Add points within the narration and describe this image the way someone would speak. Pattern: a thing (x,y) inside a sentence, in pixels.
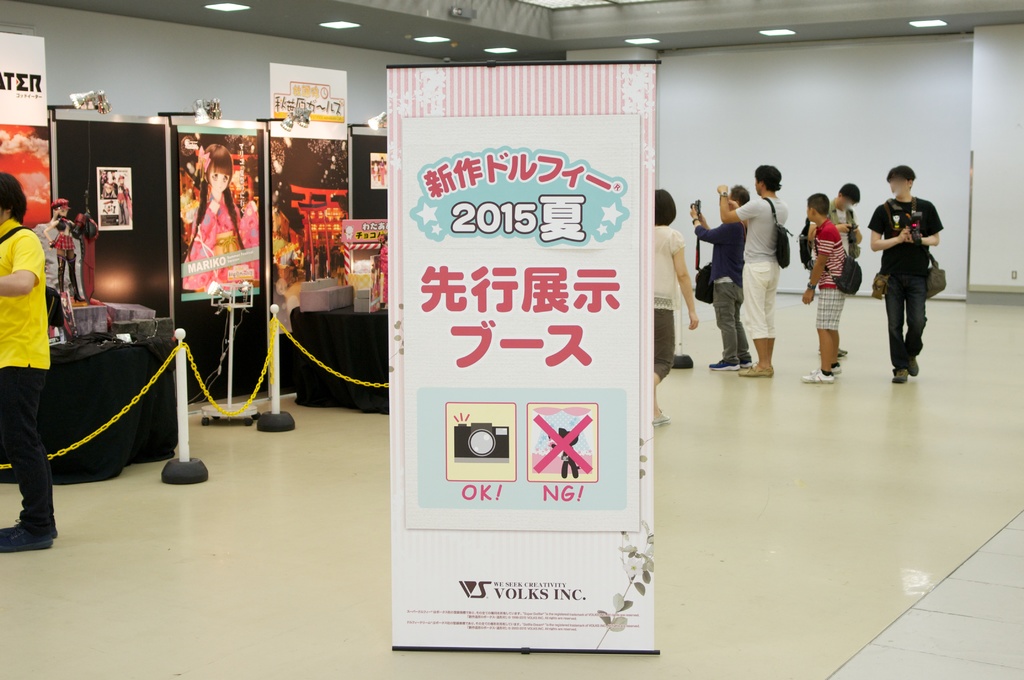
In the image we can see there are many people (813,291) standing and some of them are walking, they are wearing clothes (761,296), shoes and some of them are carrying bags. Here we can see the banners (330,219) and text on it. Here we can see poles (186,404), lights (206,104) and the floor (946,609).
